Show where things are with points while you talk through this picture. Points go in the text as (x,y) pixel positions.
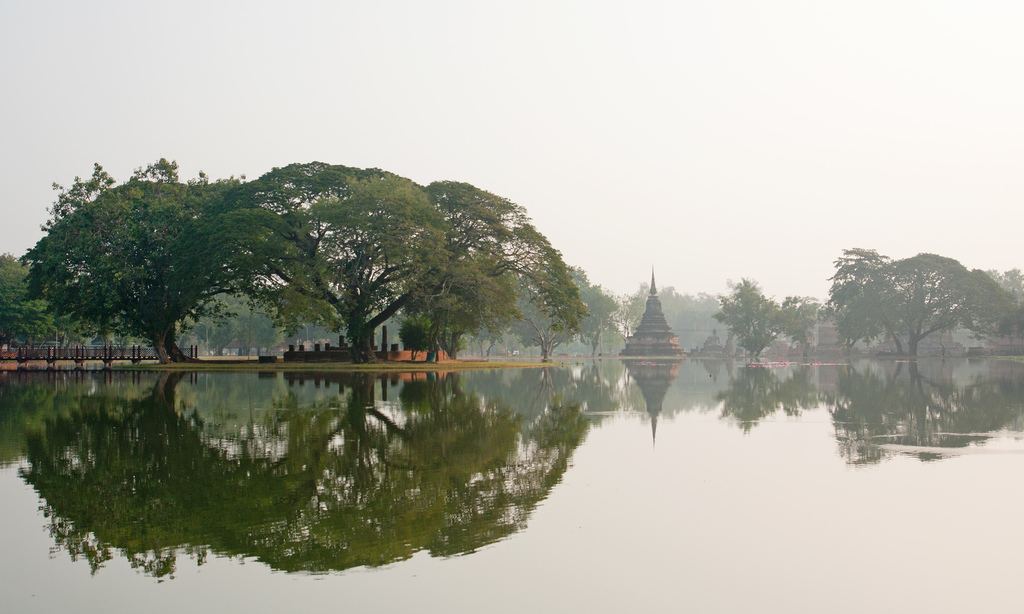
In this picture we can see there are trees (534,271) and some architectures (648,326). Behind the trees (192,231) there is the sky (705,279). In front of the trees (584,289), it looks like a lake (18,396).
